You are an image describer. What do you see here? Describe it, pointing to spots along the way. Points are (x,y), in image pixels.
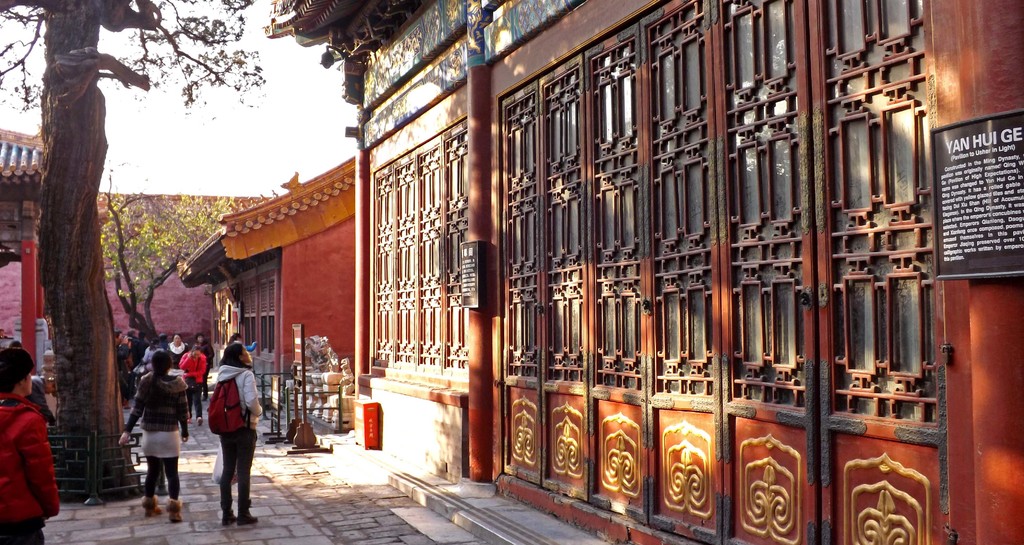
In this picture I can see there are few people (248,425) standing and there is a tree (100,310) on to left (87,367) and there is a plant (145,274) in the backdrop (162,225) and there are buildings (434,270) on to right (715,334) and the sky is clear.
